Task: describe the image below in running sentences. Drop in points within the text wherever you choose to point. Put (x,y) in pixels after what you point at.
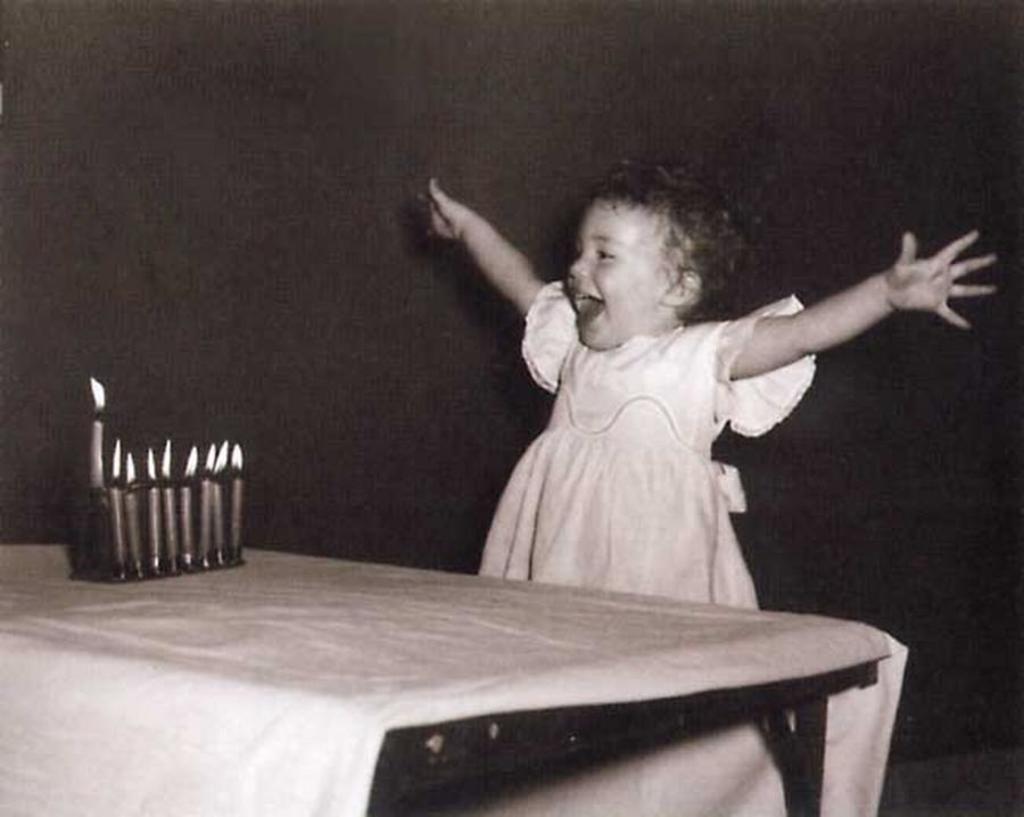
A girl (528,340) is standing and laughing and there are candles (168,526) on the table (242,570).
